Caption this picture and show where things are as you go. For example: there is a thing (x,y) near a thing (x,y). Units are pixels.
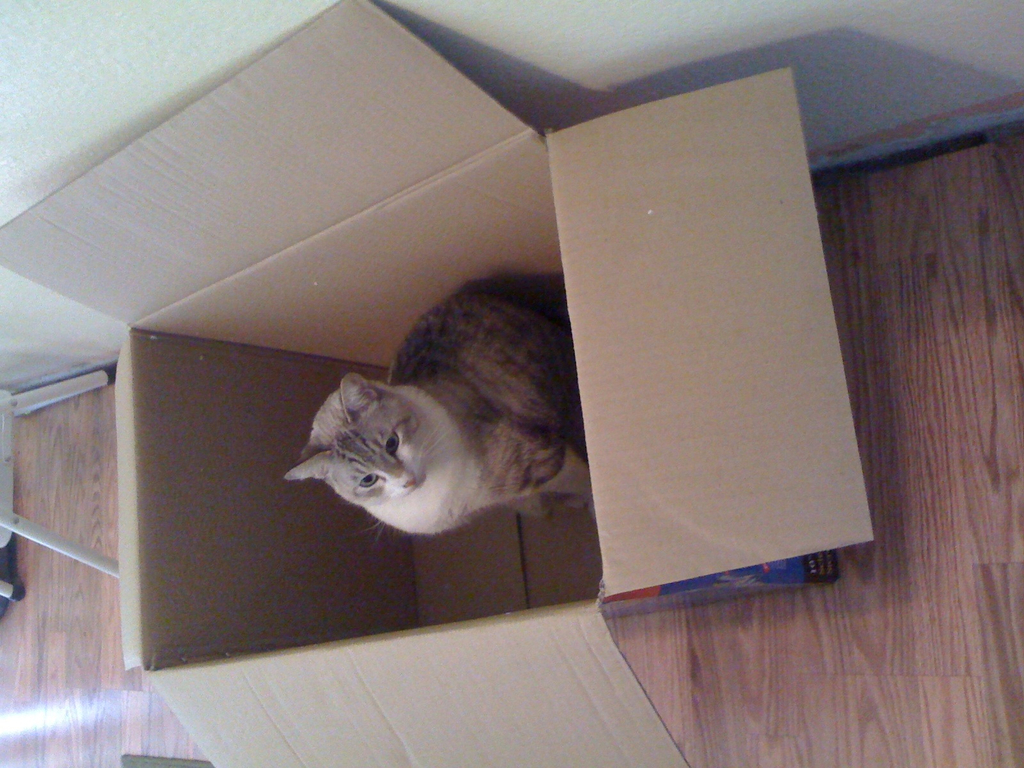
In this image, we can see a cat (424,496) in the box (410,586) which is beside the wall (640,69).
